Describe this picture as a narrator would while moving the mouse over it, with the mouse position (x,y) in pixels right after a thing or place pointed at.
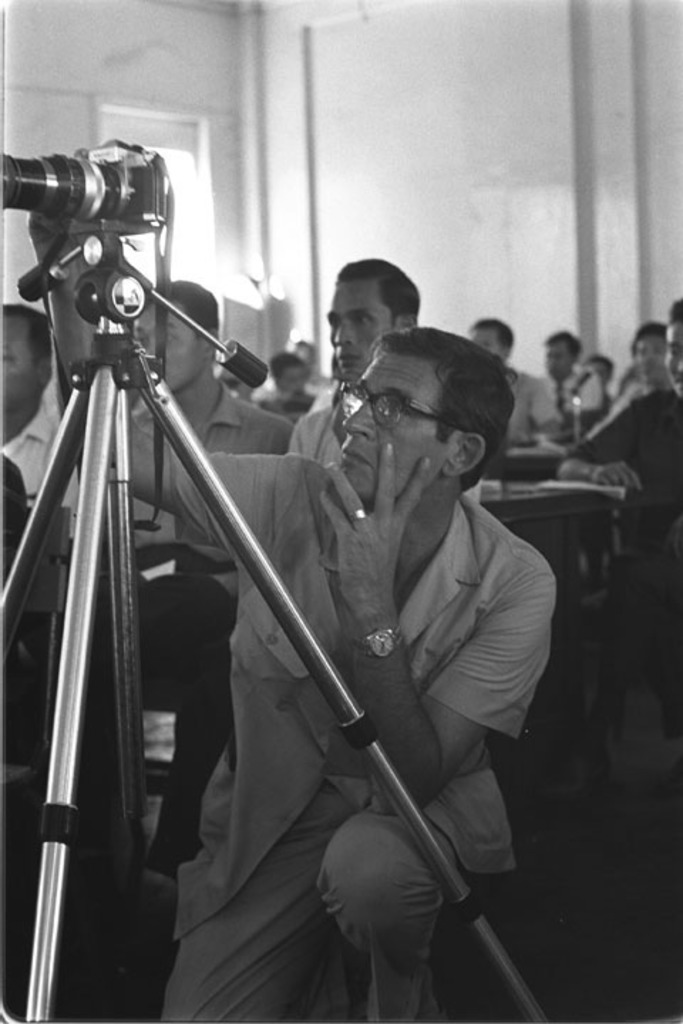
There is a man (372,683) in the picture who is wearing a spectacles (381,407). He is sitting in front of a tripod (92,500) on which a camera (87,179) is placed. He is looking at the camera (83,201). And in the background (638,386) there are some people (627,398) sitting on the chairs (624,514). We can observe a wall (400,181) here and a window (190,195) to the left side of the wall (215,176).
